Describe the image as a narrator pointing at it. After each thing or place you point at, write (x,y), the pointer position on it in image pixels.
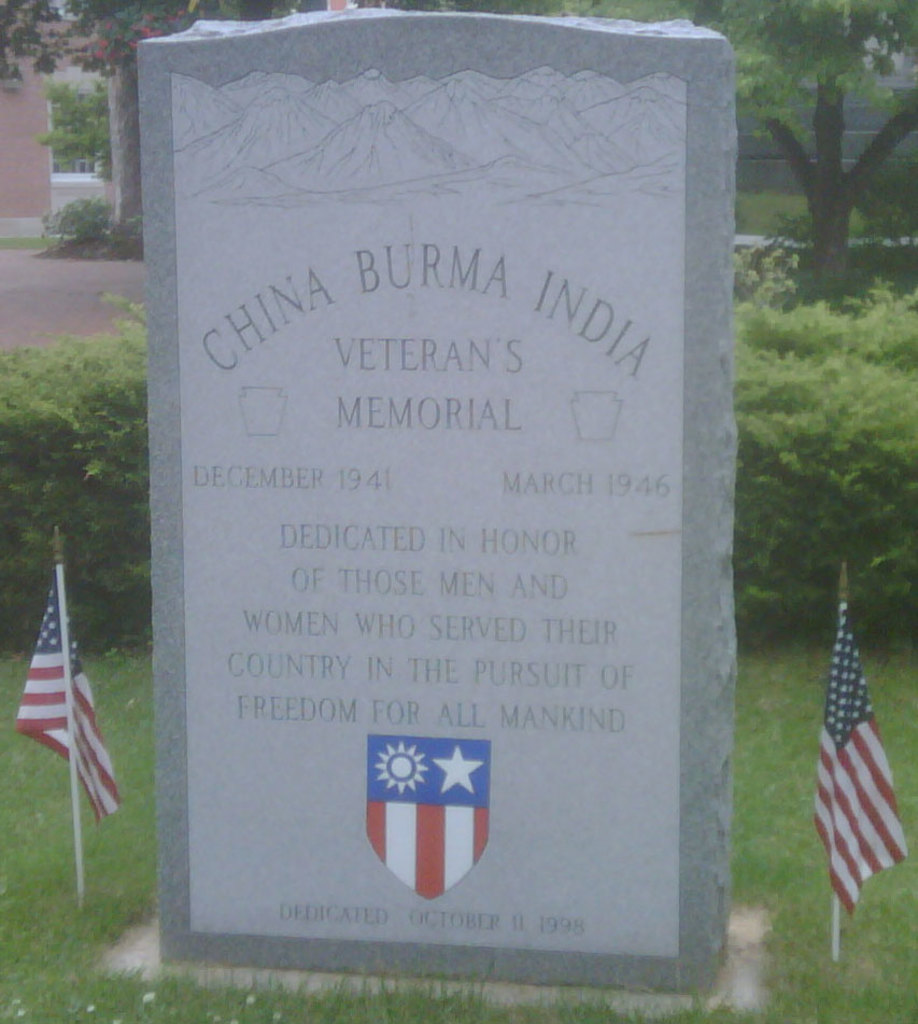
In this image I can see grass ground (816,756) in the front (14,746) and on it I can see a tombstone (653,35). I can also see something is written on it and on the both side of it I can see two flags (58,563). In the background (775,595) I can see plants (748,289), few trees (762,17) and few buildings (37,220).
